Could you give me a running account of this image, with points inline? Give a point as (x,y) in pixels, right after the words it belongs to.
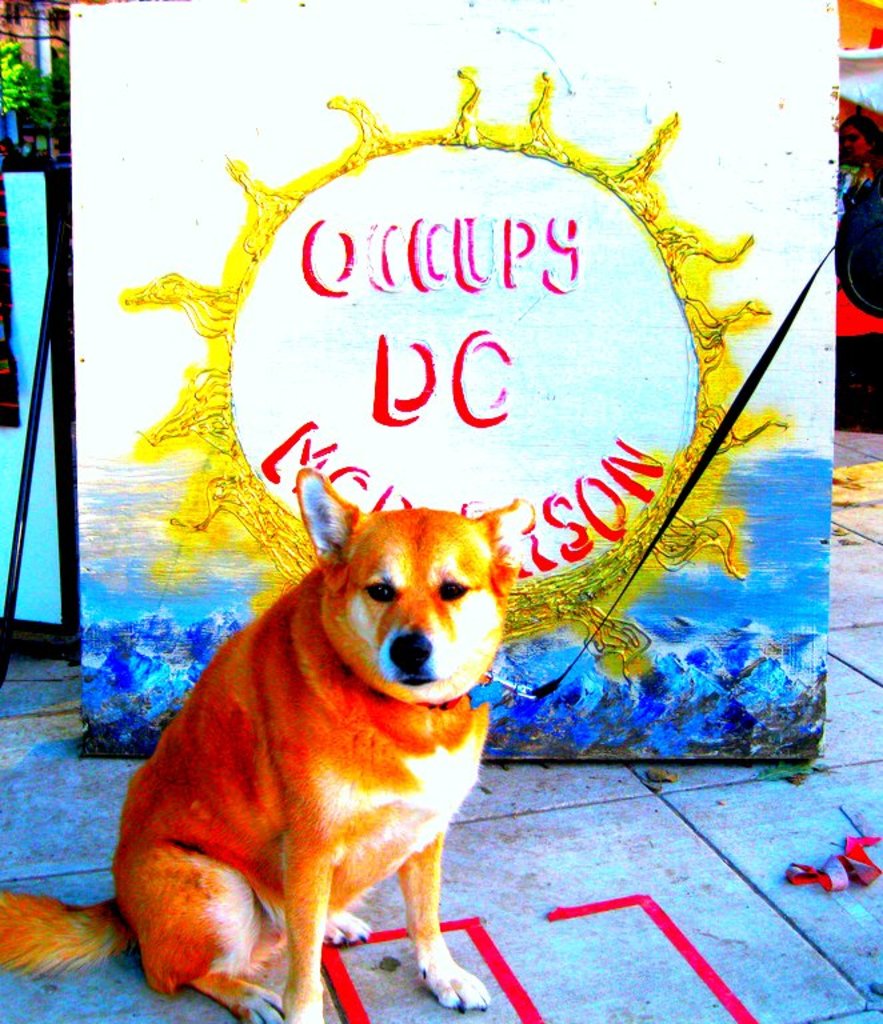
In this image I can see a dog (447,659) and a black colour leash (604,618) in the front (787,311). Behind the dog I can see a board (252,410) and on it I can see something is written. On the right side of this image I can see one woman (848,121) is standing and on the top left corner (10,76) I can see a tree (21,68). On the bottom side of this image (800,868) I can see few red colour things (830,883).
